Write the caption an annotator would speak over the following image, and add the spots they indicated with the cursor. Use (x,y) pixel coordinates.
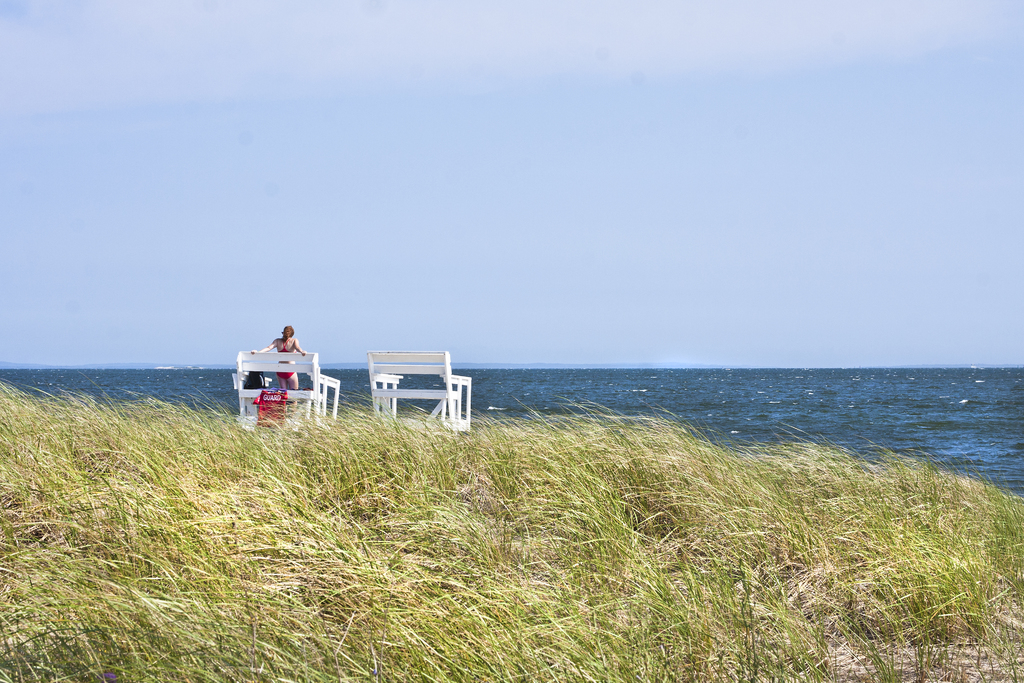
In this image there are branches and grass (360,556) on the ground (383,544). There is a woman (281,342) standing on the bench (274,368). In front of her there is the water (600,383). At the top (498,162) there is the sky (396,160).
